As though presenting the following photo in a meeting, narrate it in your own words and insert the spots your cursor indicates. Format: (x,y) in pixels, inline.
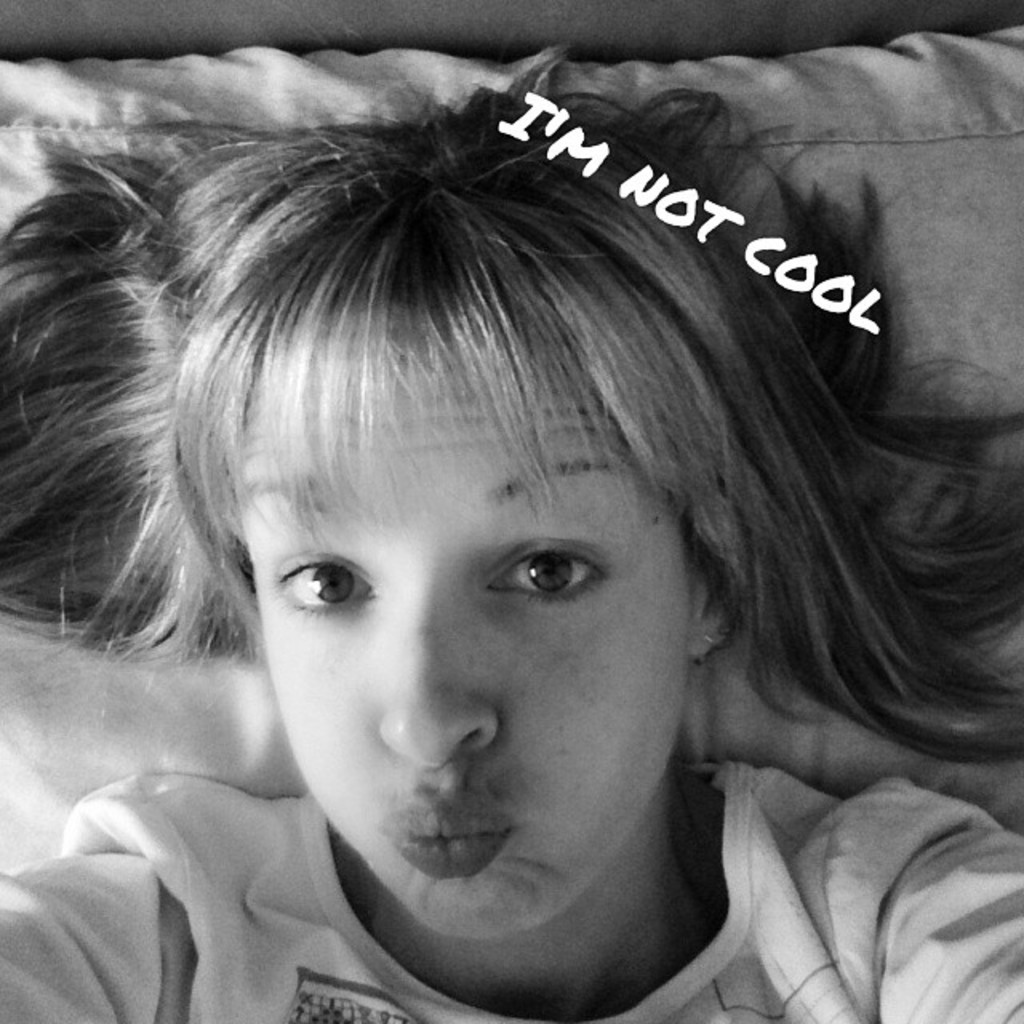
This is a black and white image. Here I can see a woman (368,715) laying on a bed (177,728) and giving pose for the picture. At the top of the image (662,207) there is some edited text (710,225).
